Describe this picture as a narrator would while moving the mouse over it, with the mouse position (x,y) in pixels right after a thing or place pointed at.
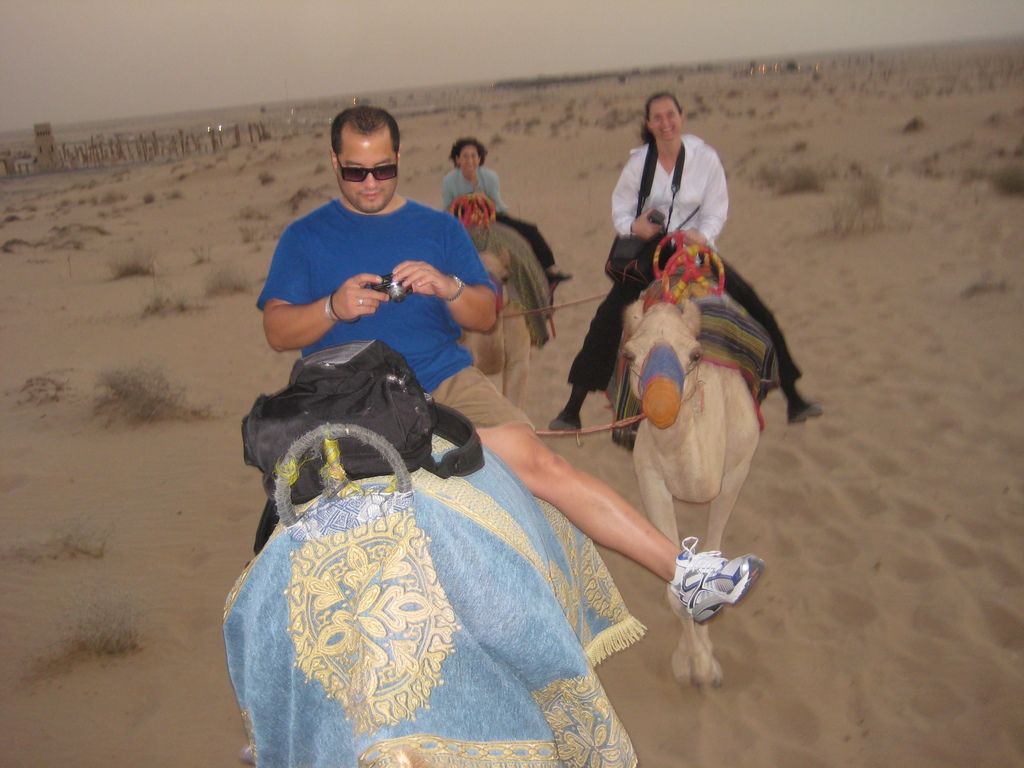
This image is taken outdoors. At the top of the image (220,50) there is the sky (452,58). In the middle of the image (432,269) a man (368,218) and two women (488,183) are sitting on the camels (648,421). A man (458,370) is holding a camera (391,280) in his hands (354,302). In the background (139,473) there is a ground (624,153) with sand (824,232) and there are a few dried plants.
